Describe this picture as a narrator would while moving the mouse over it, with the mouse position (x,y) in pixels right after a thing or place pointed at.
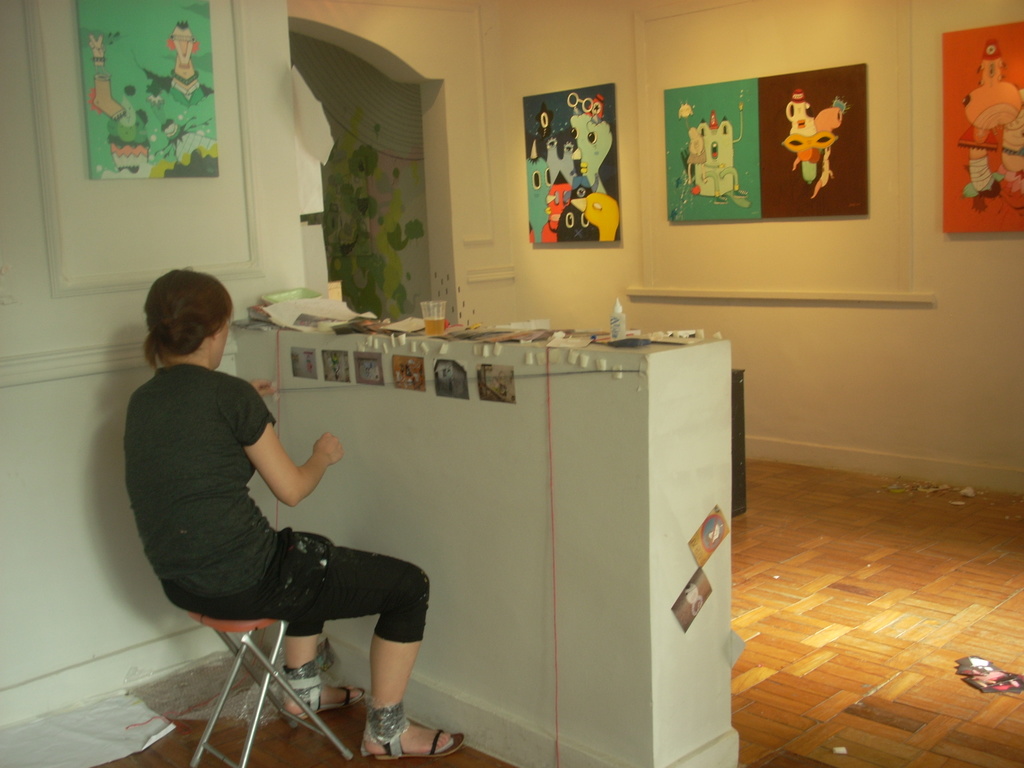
In this image there is a person (275,586) sitting on the stool (263,700), in front of the person (198,474) there is a small wall (641,369) with some objects (356,314) on top of it and some photos (329,376) are attached to it. In the background (542,118) there is a wall (237,120) with some frames (153,58) are hanging on the wall (54,159).
